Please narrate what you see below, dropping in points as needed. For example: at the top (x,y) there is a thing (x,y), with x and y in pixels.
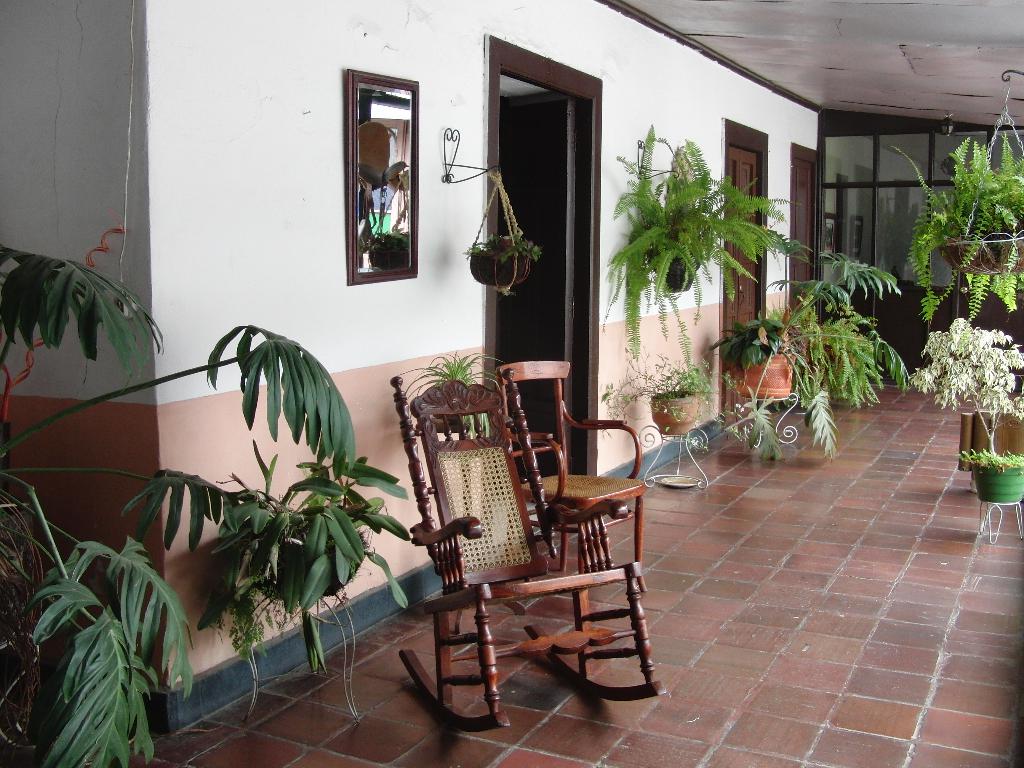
In this image we can see there are two chairs (469,505) on the floor (659,525) and a few pots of plants (930,348) on the ground (866,441) and some hanging pots (1007,262) of plants (998,288). On the wall (442,162) we can see there is a mirror (413,265) and three doors (755,299).
